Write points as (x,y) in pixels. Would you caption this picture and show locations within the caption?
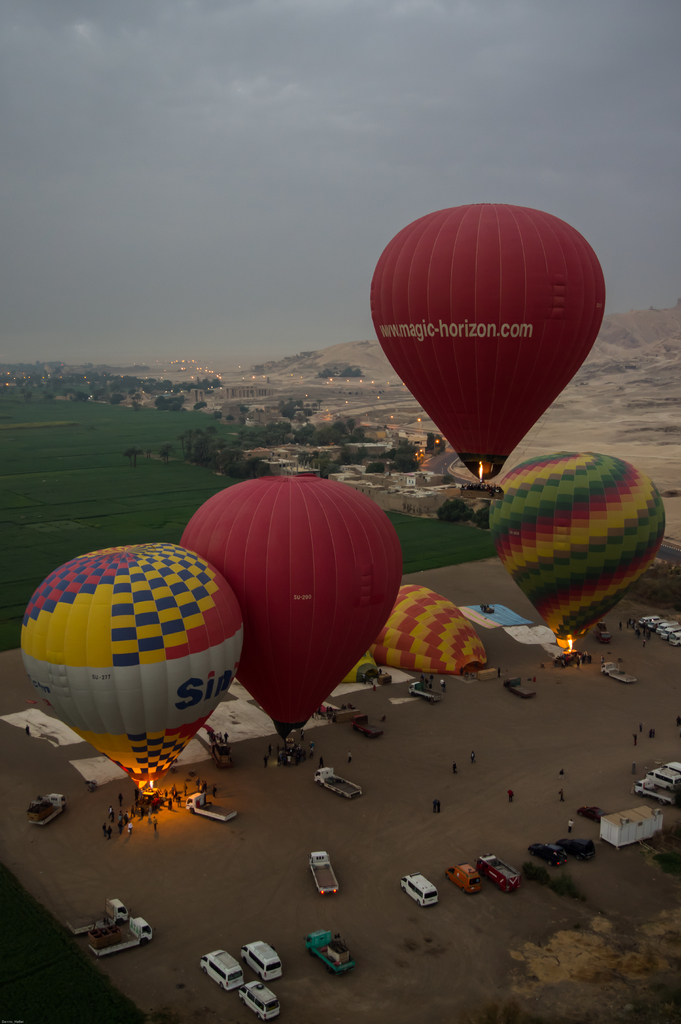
In the middle (299,574) I can see hot air balloons (292,553), lamps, grass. In the background (159,340) I can see fleets of vehicles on the road (457,915), crowd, mountains (626,411), trees (399,457), houses (391,448), buildings (363,448), lights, and the sky (349,317). This image is taken may be in the evening.
